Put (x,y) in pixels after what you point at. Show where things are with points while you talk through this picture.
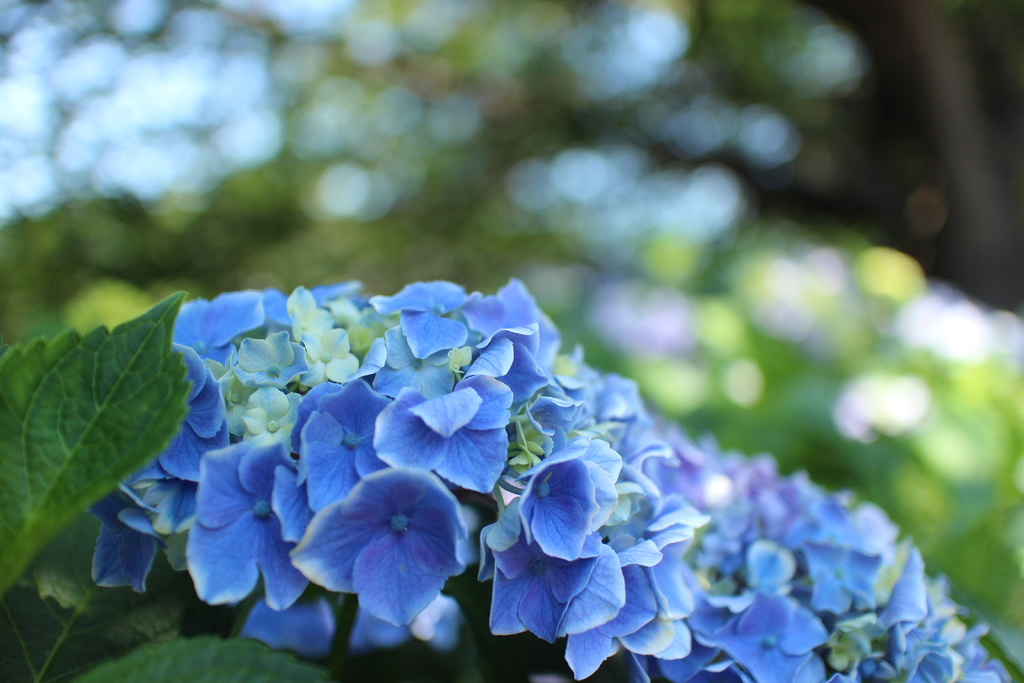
In the image we can see flowers (427,549), blue and white in colors. We can even see leaves (74,513) and the background (616,261) is blurred.
